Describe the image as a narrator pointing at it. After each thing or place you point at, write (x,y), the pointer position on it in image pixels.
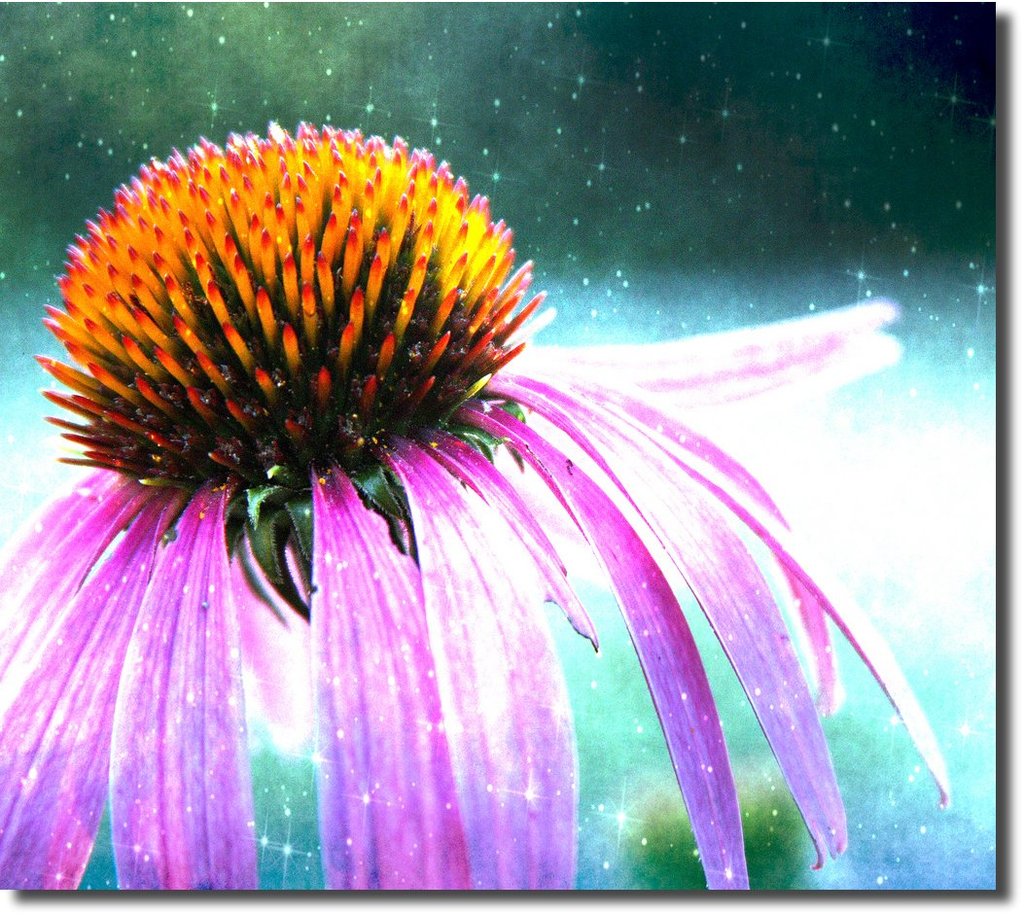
This is an edited image. In this image, on the left side (286,306), we can see a flower (341,321) which is in yellow and pink color. In the background (930,242), we can see some stars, black color and blue color.
